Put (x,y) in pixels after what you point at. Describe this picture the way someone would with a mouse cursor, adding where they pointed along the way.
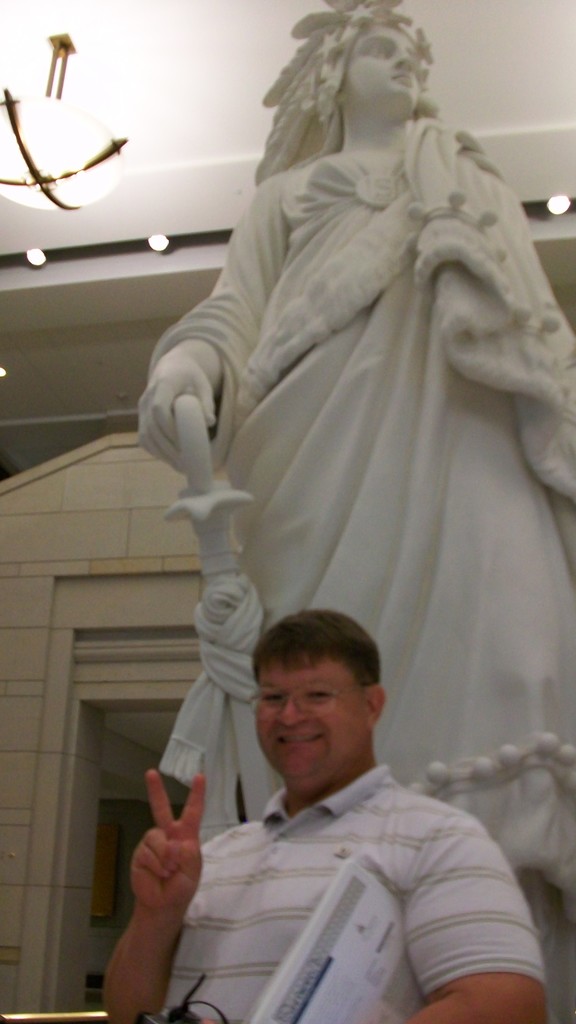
In this image I can see the white color statue (348,389). In-front of the statue (409,487) I can see the white color dress (236,847) and also he is holding the papers (351,976). In the back (59,135) I can see many lights (42,254) and also the white wall (142,218).
